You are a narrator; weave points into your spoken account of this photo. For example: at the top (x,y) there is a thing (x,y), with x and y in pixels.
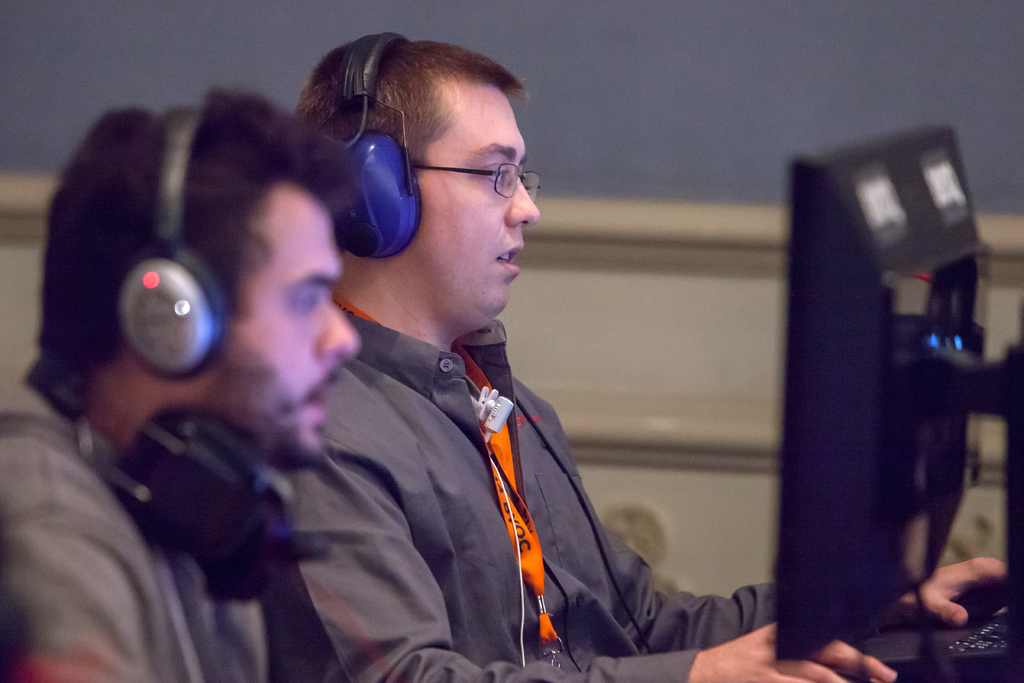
There are two persons (73,269) sitting and wearing headphones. On the right side (830,438) there is computer (825,485) and keyboard (876,649).
